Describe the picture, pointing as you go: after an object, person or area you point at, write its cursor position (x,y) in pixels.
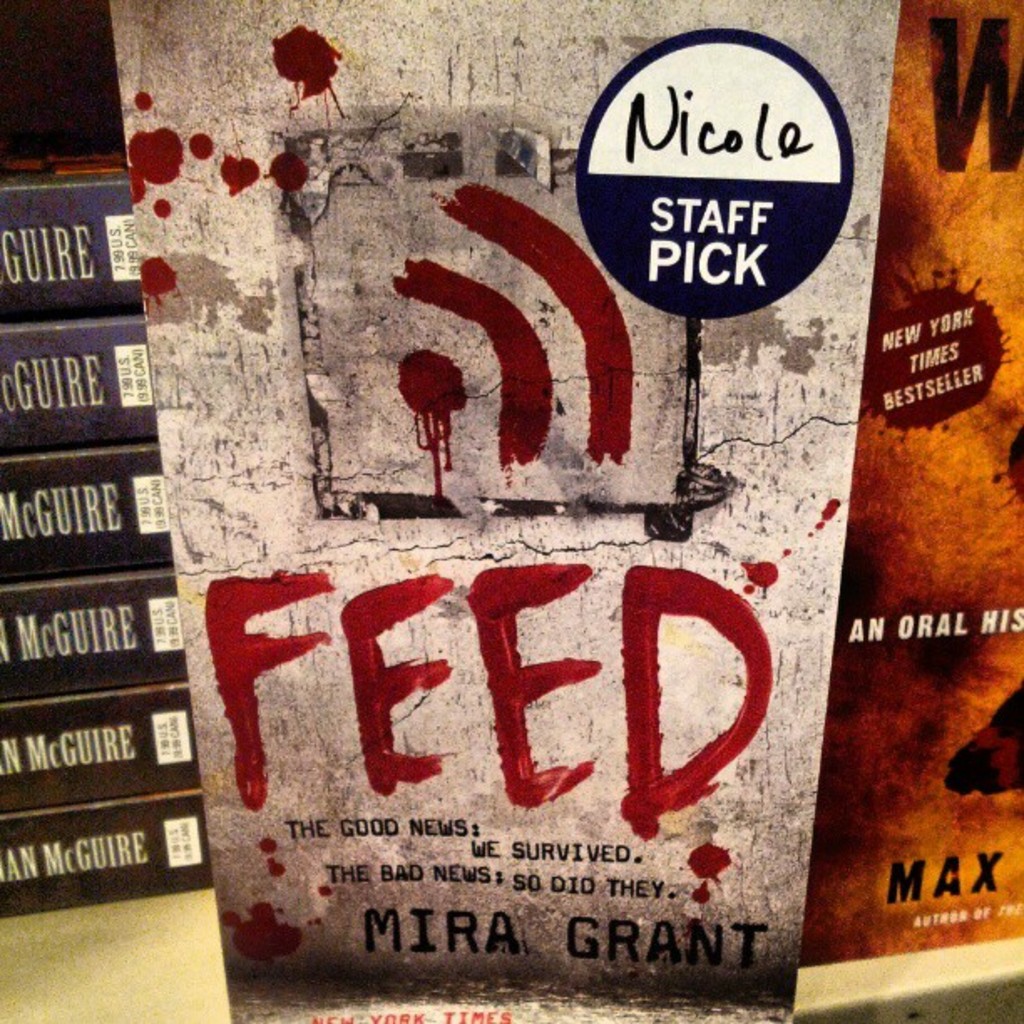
In the center of the image (468,646) there is a book (537,417) for staff (699,216) and to the left (88,375) there are six books (88,767) on the surface (120,945). In the right (938,820) there is an orange color book (936,840).
